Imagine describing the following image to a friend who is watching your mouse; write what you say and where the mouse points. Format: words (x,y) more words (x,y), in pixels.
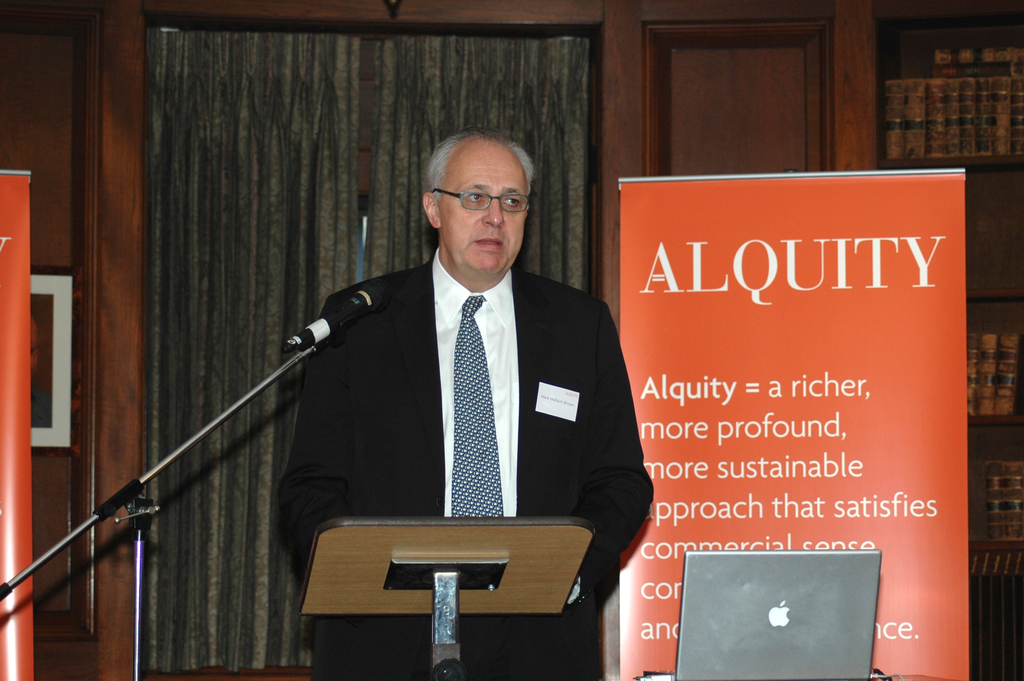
In the middle of the image (510,298) there is a man (377,349) wearing a suit (388,403), standing in front of the podium (467,555) and looking at the right side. Beside him there is laptop (712,599). On the left side (146,505) there is a mike stand (147,509). At the back of this man (403,330) there are two banners (12,392) on which I can see some text (724,468). In the background (458,67) there is a curtain (261,133) to the wall (145,153). On the left side (61,357) there is a frame (54,344). On the right side (1007,289) there is a rack (1010,276) in which few objects (972,85) are placed.
